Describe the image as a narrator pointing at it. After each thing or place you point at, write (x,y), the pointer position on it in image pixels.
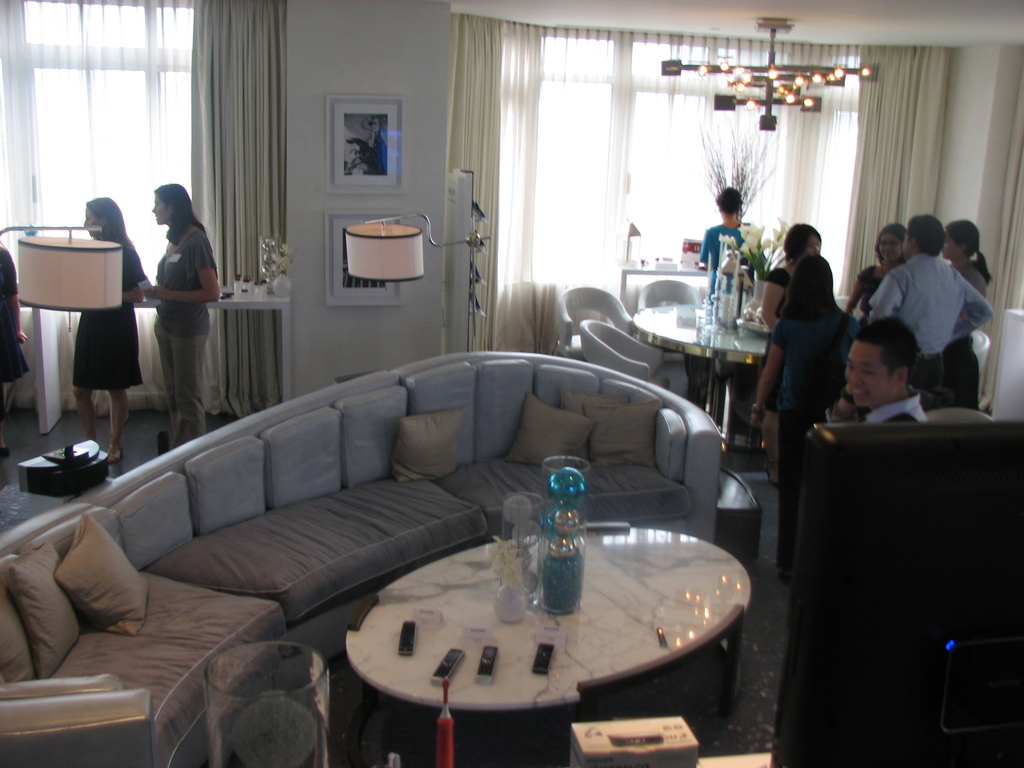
As we can see in the image, there are few people (817,352) standing here and there. There is a sofa (262,507). On sofa (270,482) there are pillows (305,456). In front of sofa (365,551) there is a table (618,618). On table (601,664) there are mobile phones (490,664) and bottles (551,565). On the right side (689,313) there is a dining table (700,326) and chairs (600,324) and there is a wall (412,106) over here. On wall (391,91) there is a photo frame (383,120) and beside wall (428,119) there is a window (564,136) and there are cream colored curtains (481,97).
